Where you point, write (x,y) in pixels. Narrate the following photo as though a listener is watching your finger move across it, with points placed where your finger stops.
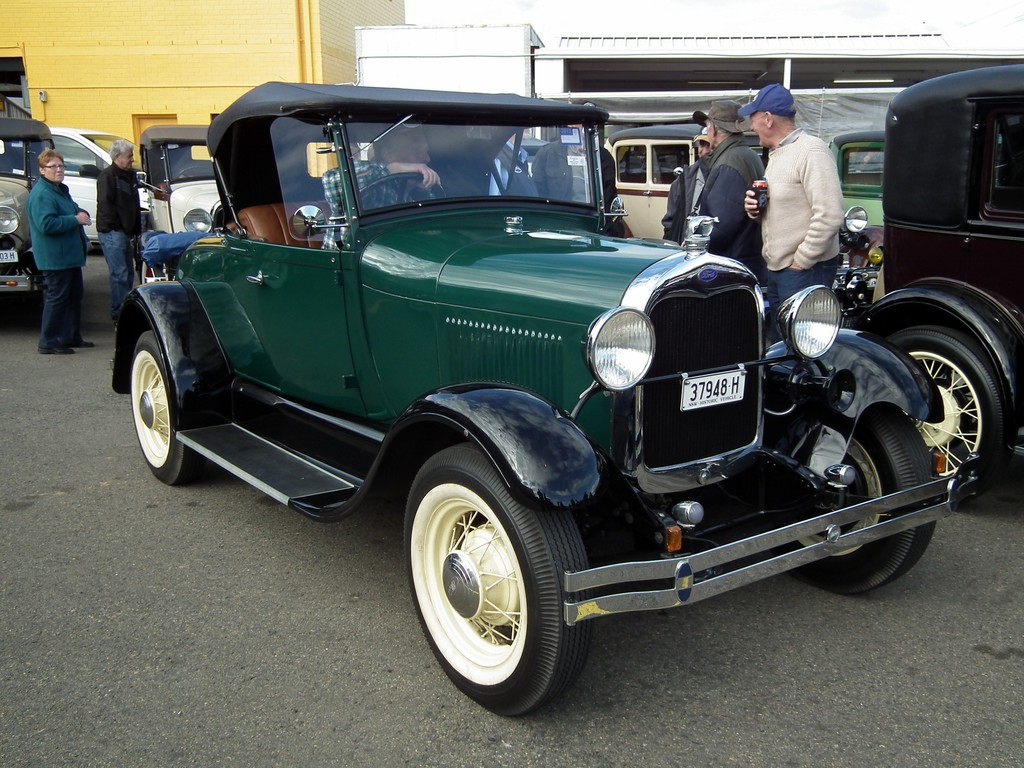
There is a car (533,363) with number plate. Near to that there are many people (526,185). Some are wearing caps (731,112). In the back (919,103) there are many vehicles (96,174). In the background (150,61) there are buildings (396,24).
